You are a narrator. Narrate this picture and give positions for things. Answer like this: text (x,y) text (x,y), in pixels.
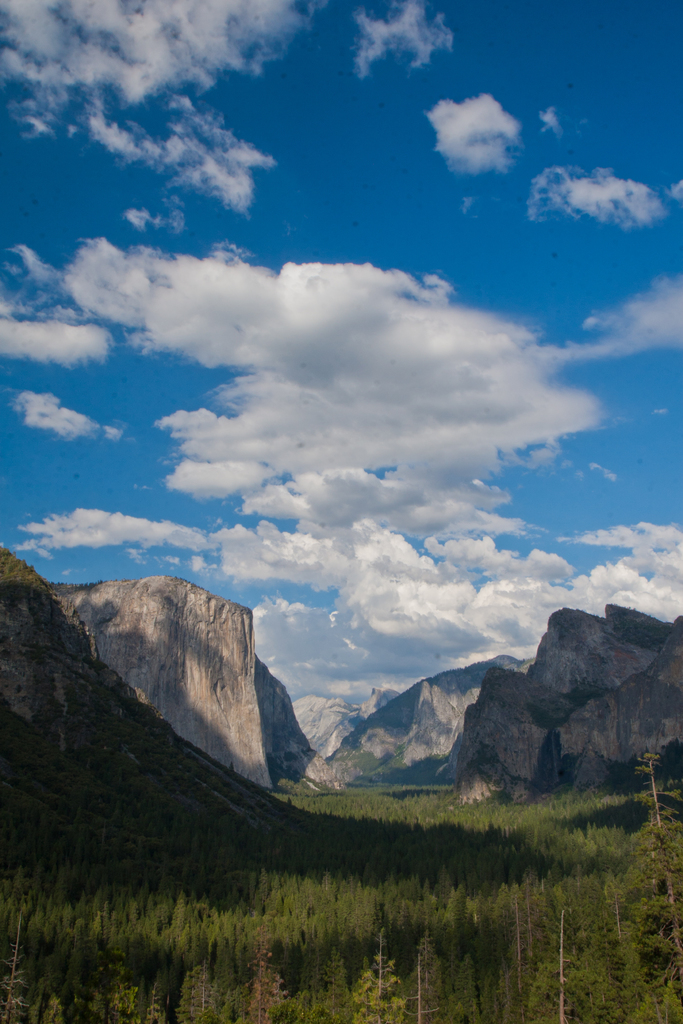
In this image I can see plants (526,935), hills (158,700) and in the background (283,568) there is sky (251,428).
